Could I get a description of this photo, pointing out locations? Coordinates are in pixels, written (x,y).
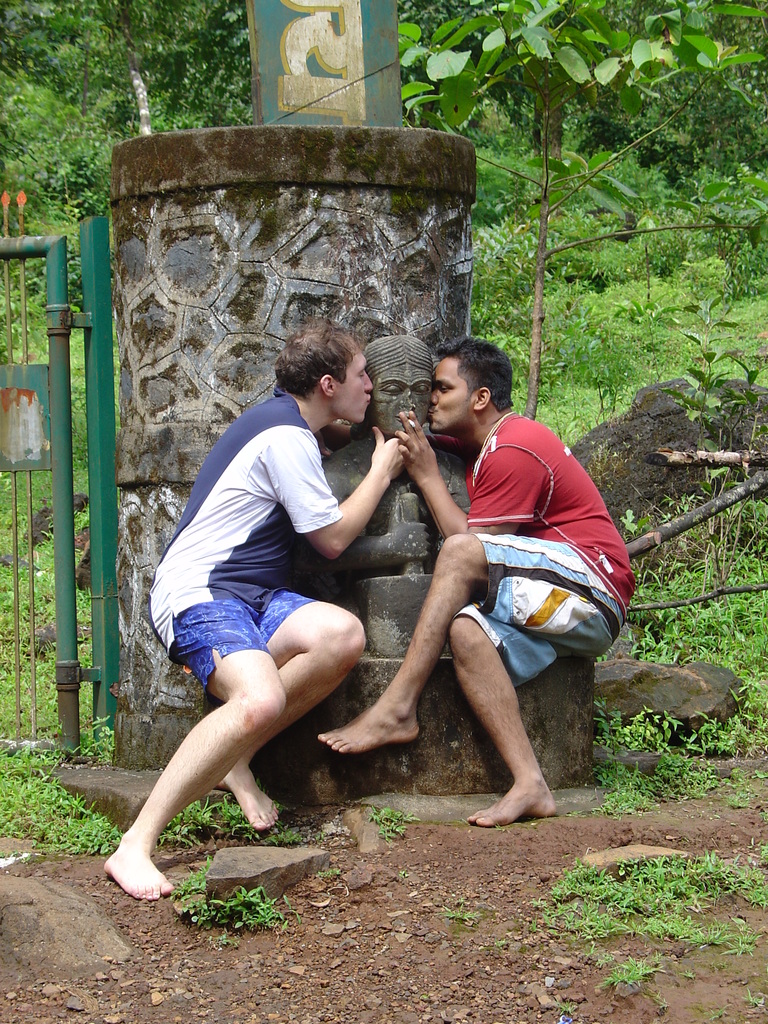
In this image I can see a sculpture (384,543) and I can see two men (358,652) are sitting. I can also see both of them are wearing t shirts (474,476), shorts (243,641) and in the background (60,382) I can see green colour gate (71,433), a board (366,53), grass (568,296) and number of trees (238,82).
